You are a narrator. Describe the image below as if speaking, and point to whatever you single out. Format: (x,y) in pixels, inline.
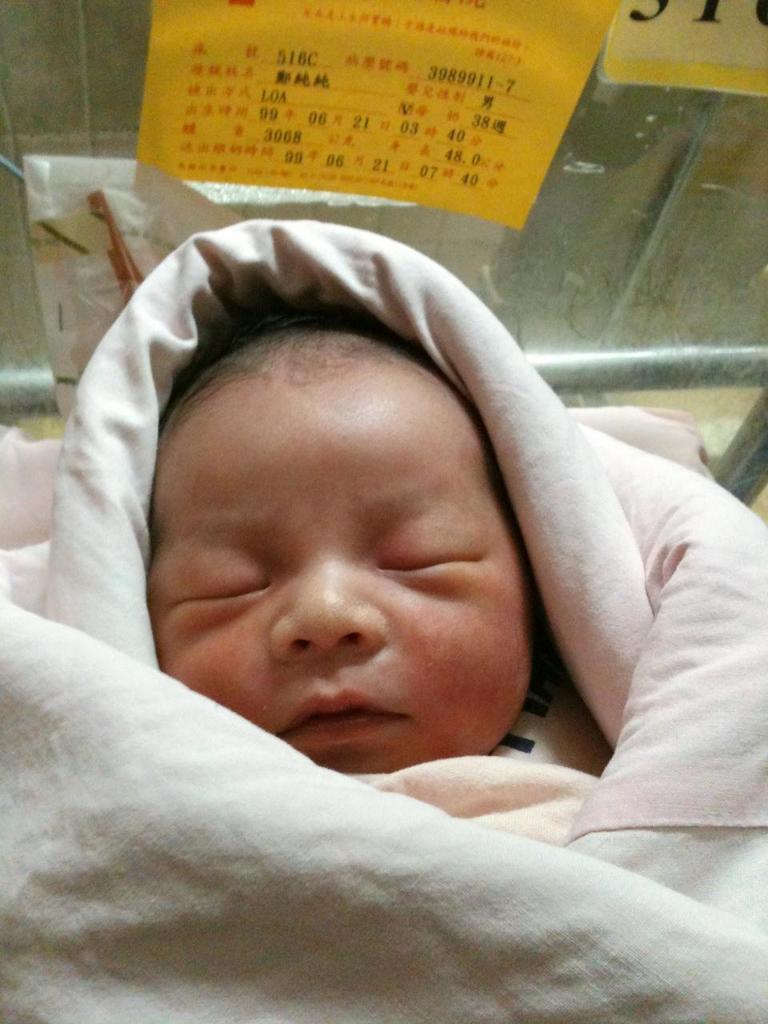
In this image we can see a baby (266,713) sleeping and also we can see a blanket (231,754), in the background (448,82), we can see the posters (462,80) with some text (463,77) on the wall (67,30).
